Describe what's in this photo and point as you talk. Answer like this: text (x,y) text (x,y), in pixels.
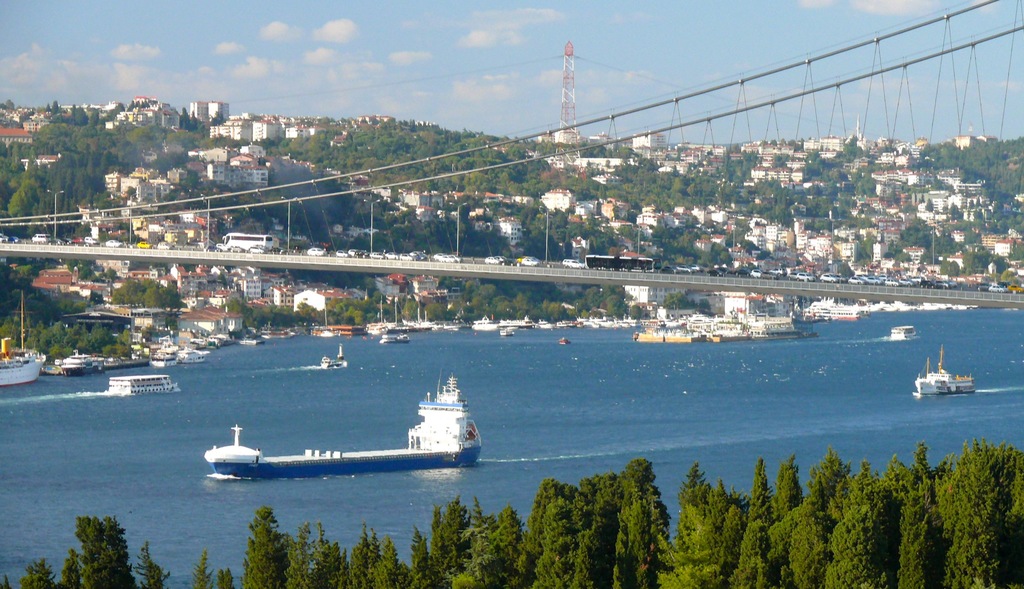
In this picture there is a white and blue boat (344,459) in the river (257,393). Behind there is a iron suspension bridge (190,263). In the background (641,143) there are many buildings (546,198) and houses (561,138) on the mountain (516,143). In the front (776,491) bottom side there are some trees (915,507).
